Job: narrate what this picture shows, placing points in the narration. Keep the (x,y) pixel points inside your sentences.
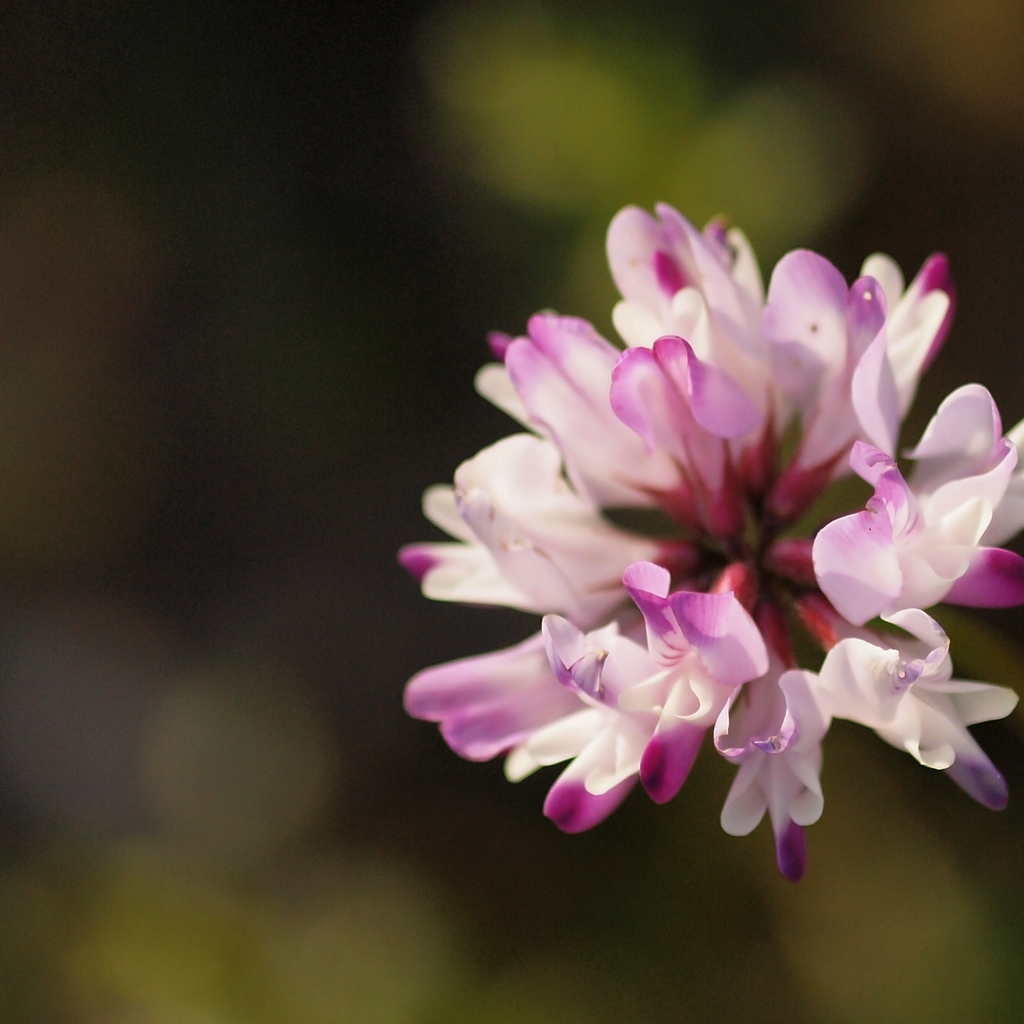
In this picture we can see flower (733,325). in the back (905,902) we can see green color object (893,914). On the top left corner (89,111) we can see darkness (131,49).
